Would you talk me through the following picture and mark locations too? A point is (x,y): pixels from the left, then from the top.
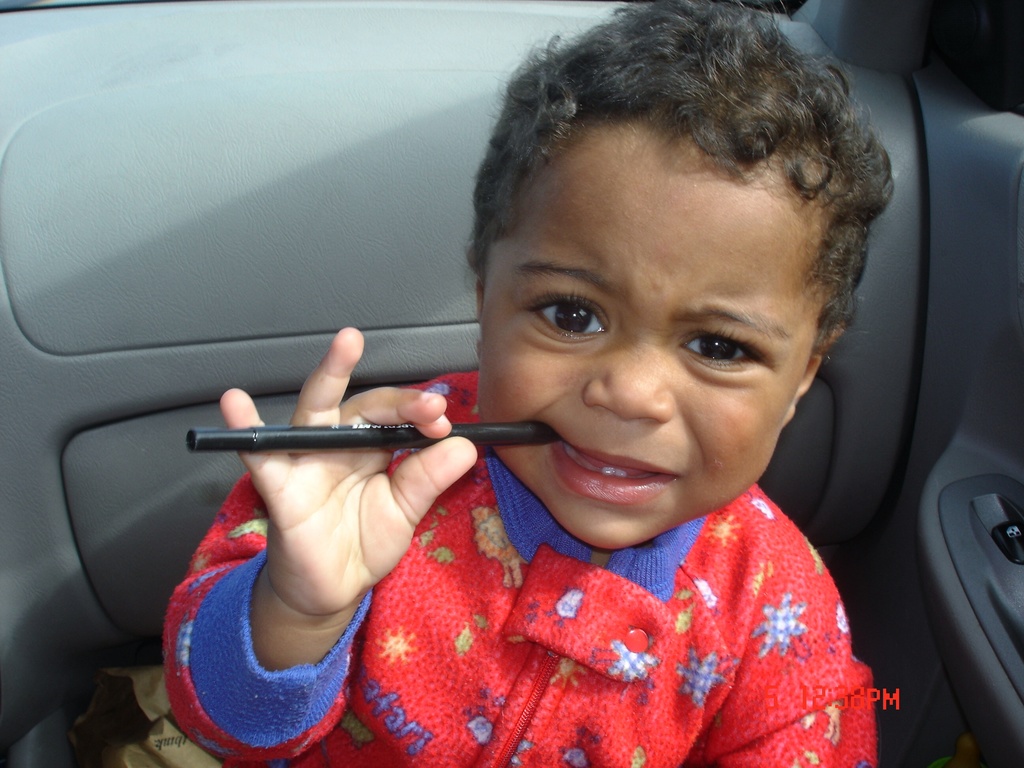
In the image a boy (603,517) is holding a pen (203,438) and sitting in a vehicle (367,308).
